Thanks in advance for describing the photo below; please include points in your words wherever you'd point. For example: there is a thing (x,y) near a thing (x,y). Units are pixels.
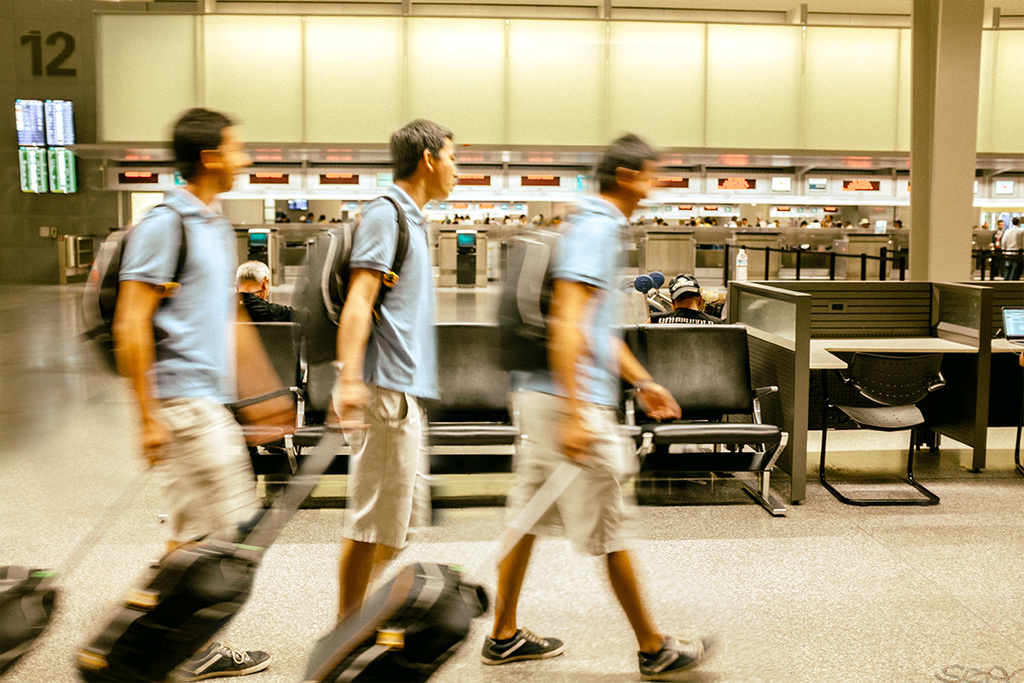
This is an edited image where there is a person (212,494) holding a trolley bag (202,557) and walking, and at the background (712,270) there are two persons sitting on the chairs (284,392), laptop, bottle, screens (60,141) attached to the wall (93,140), lights (131,122), baggage counters (264,217), group of people (692,217) standing.
